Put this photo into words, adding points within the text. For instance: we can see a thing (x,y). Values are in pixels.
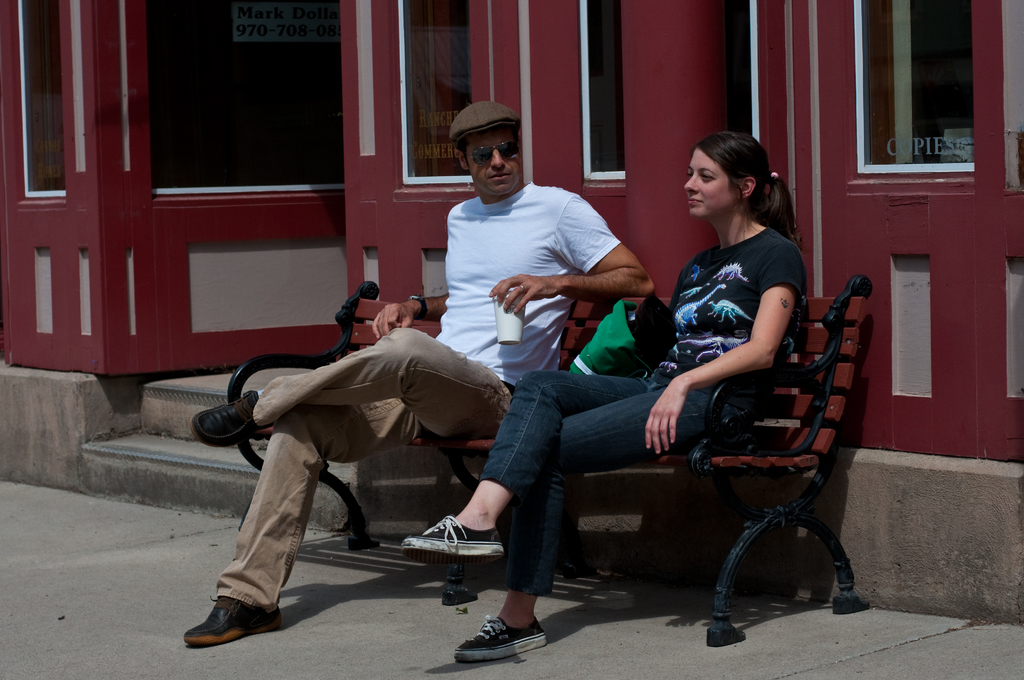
2 people (397,399) are sitting on a bench (737,431). A person (499,361) is wearing a cap (492,119), white t shirt (472,205) and holding a glass (505,336). There is a building (527,136) behind them which has stairs (157,408).
